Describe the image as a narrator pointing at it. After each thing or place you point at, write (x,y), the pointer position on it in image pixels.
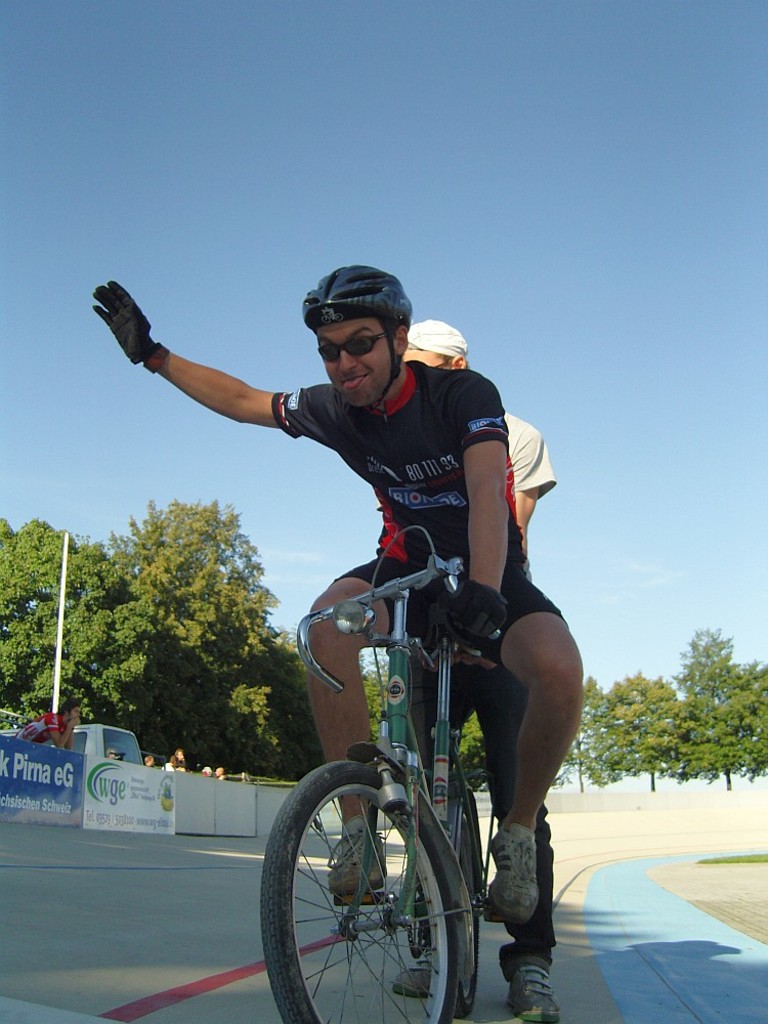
In this image I can see two people (463,523), one is on the bicycle (435,830). I can see these people (475,566) are wearing the different color dresses (508,791) and I can see one person (395,437) is having the helmet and the goggles (335,348). To the left (57,805) I can see the banner (61,805), few people (50,739) and the vehicle (125,764). In the background (208,601) there are many trees (236,601) and the sky (161,465).
